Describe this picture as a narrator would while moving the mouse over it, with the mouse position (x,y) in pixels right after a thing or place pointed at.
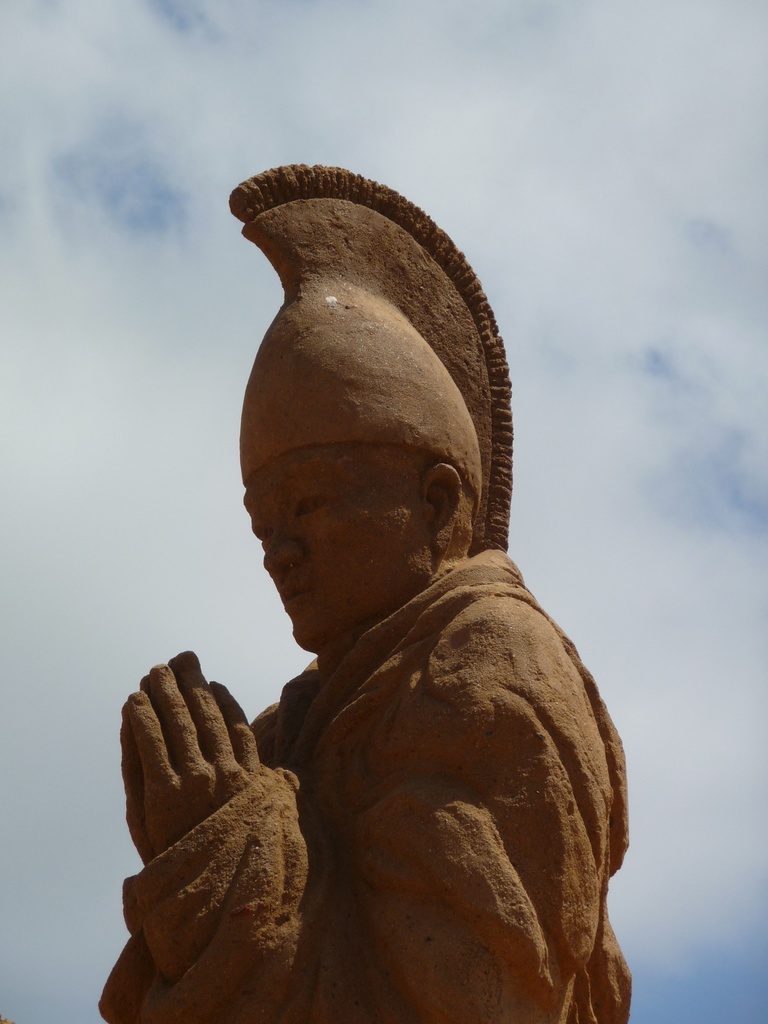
There is sculpture (477,706) of a man (482,764), this is sky (491,263).
